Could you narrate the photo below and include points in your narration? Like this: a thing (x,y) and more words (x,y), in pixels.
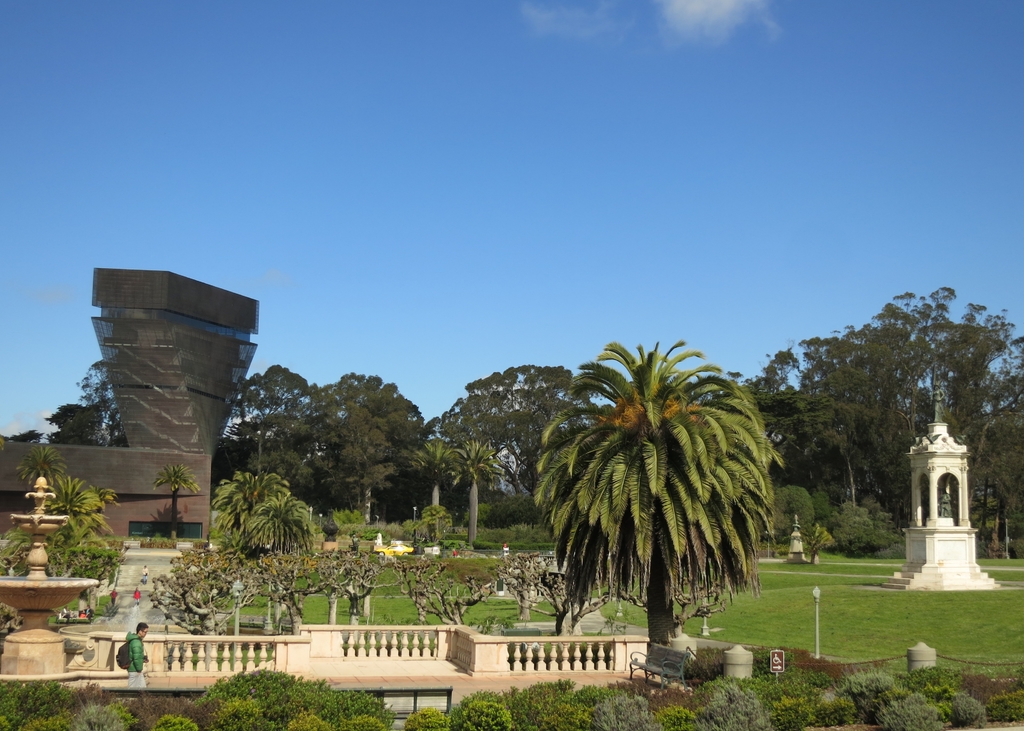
It looks like a park (613,619), there are trees (593,544) and monuments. On the left side (132,637) a man (140,647) is walking, at the top (579,131) it is the sky (581,161).
